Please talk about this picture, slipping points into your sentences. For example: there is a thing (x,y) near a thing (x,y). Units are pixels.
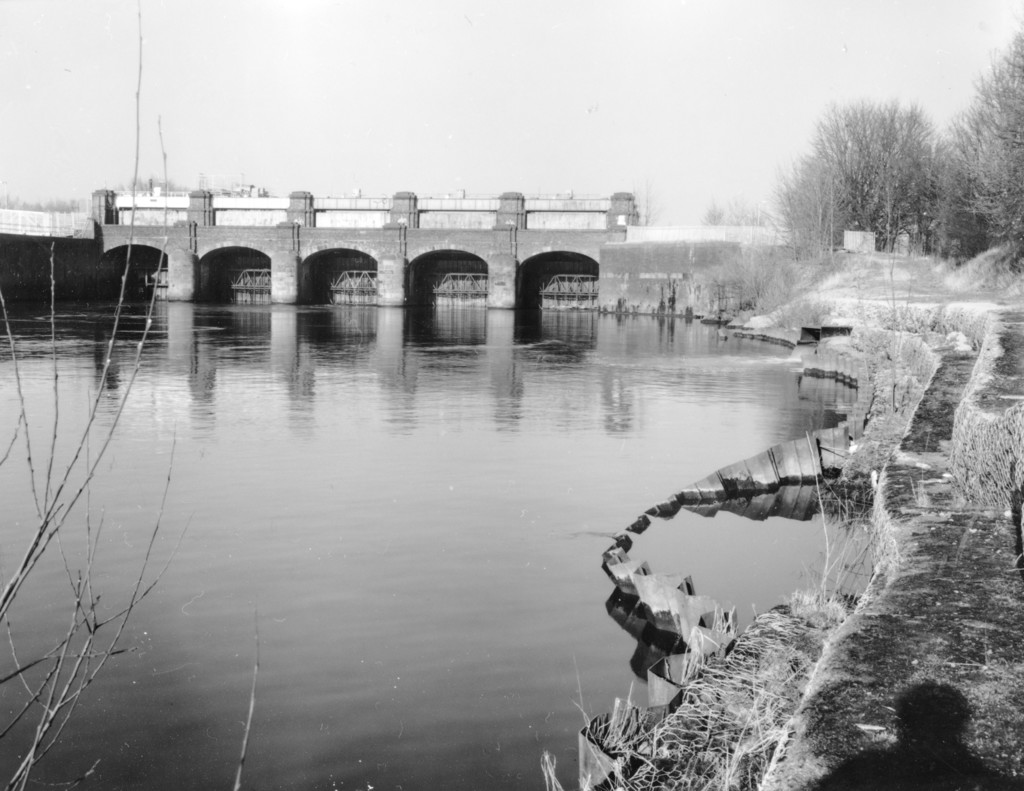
This is a black and white image. In the center of the image (363,281) there is a bridge (369,293). There is water (405,650). To the right side of the image (816,769) there is a path (911,466). There are trees (903,157).
